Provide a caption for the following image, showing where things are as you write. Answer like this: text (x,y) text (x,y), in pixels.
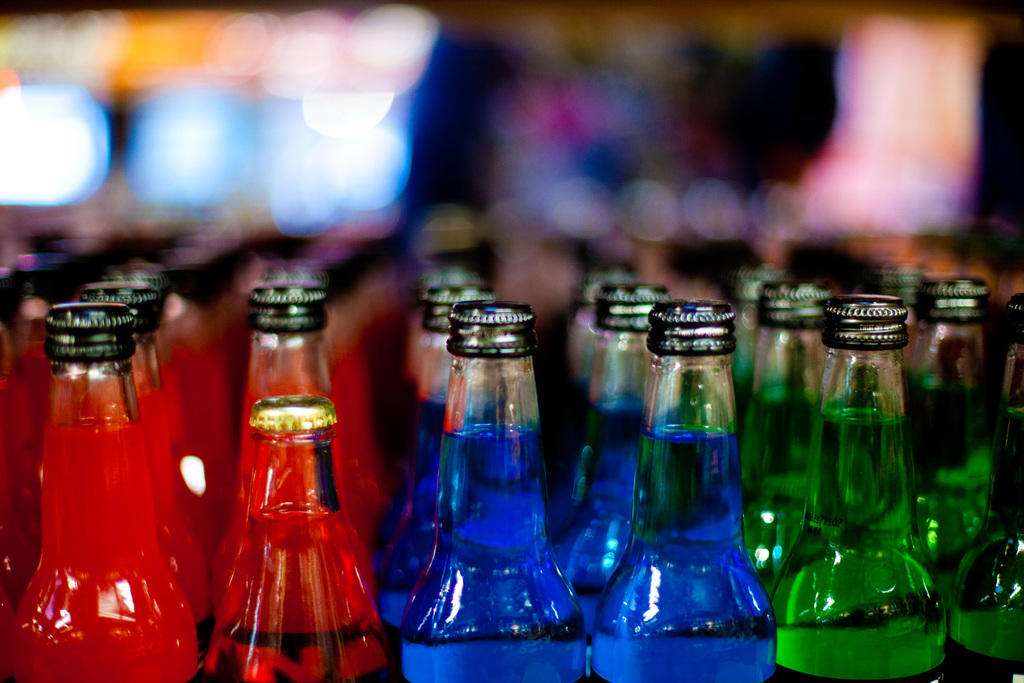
This picture shows bunch of bottles (287,424) with liquid (409,530) in it
